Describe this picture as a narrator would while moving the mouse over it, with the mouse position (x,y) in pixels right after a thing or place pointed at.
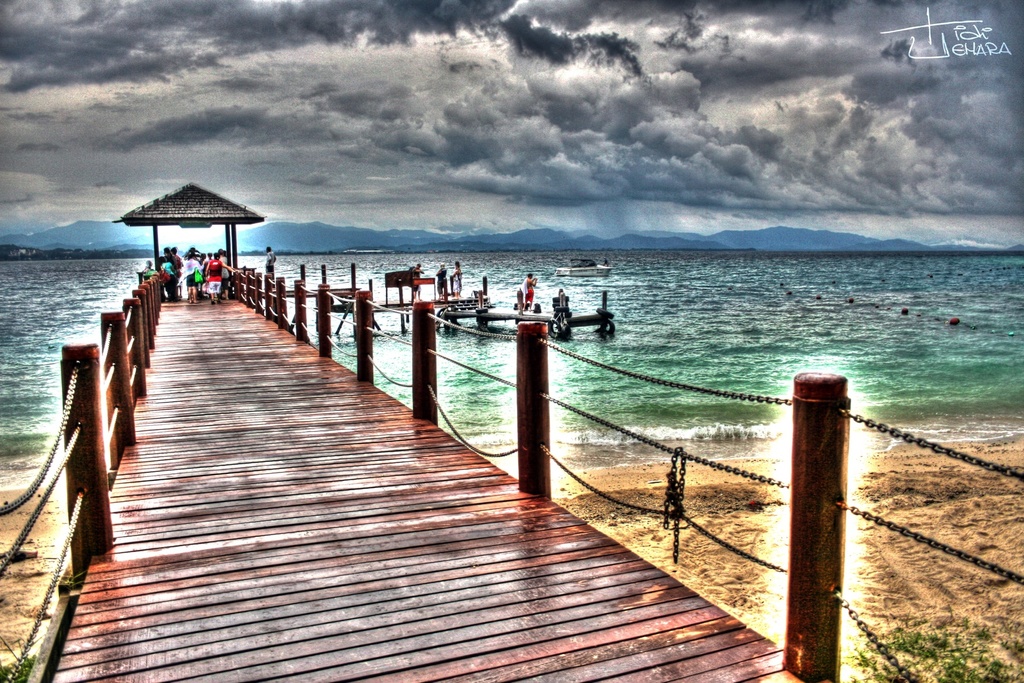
In the center of the image (536,403) there is a boardwalk (295,464) and we can see people (220,300) on the boardwalk (170,470). On the right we can see people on the boats (529,312). In the background (643,355) there is a sea (694,272), hills (804,236) and sky (320,175).
